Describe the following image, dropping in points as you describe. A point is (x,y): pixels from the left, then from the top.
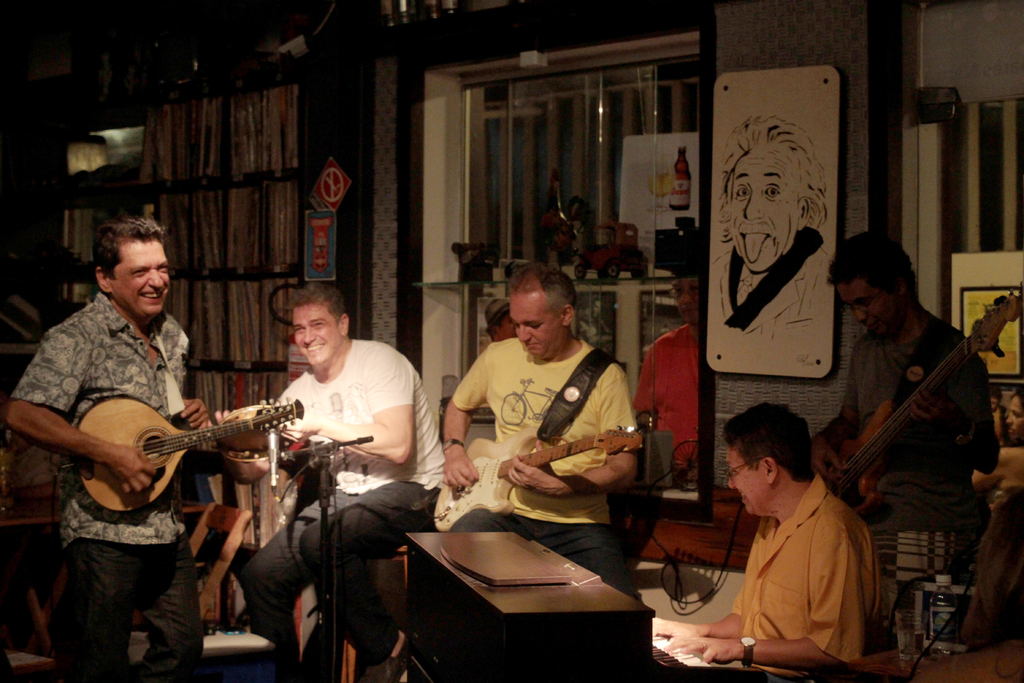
There are group of people (817,534) in the image who are playing their musical instruments (491,541) in front of a microphone (324,443), background (669,351) there is a red color shirt person (663,376) watching and we can also see a some books (288,216) on shelf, photo frame (720,241) and few wires (668,562).
